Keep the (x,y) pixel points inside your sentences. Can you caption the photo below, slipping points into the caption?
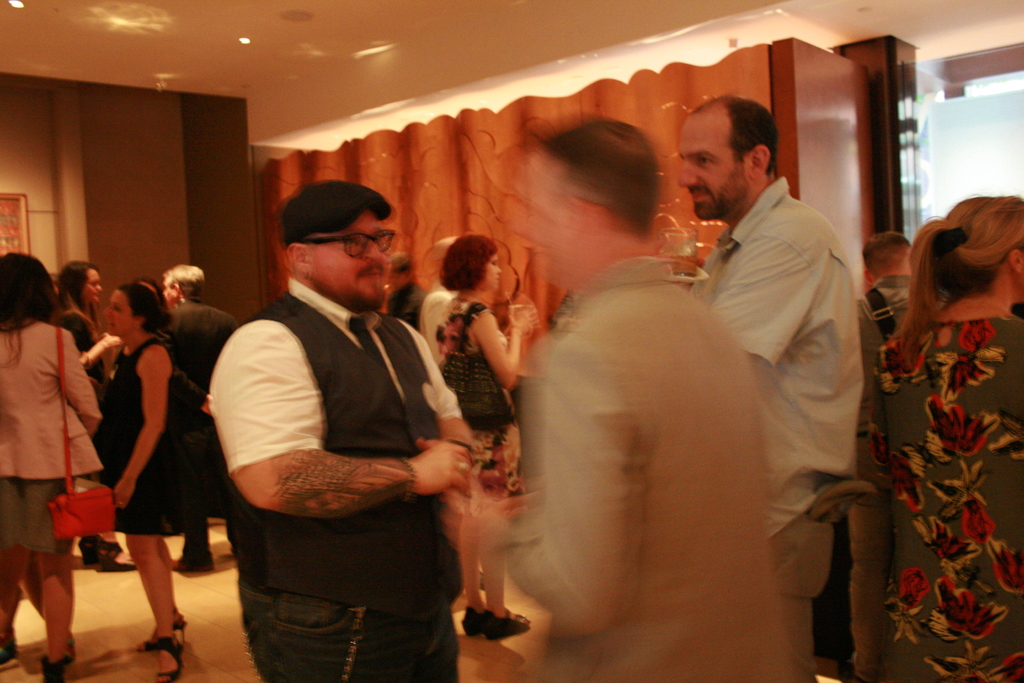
In this picture I can see there are a group of people (533,465) standing and they are talking. The person (728,292) here is holding a glass (516,309). In the backdrop (163,175) there are few more people (485,342) standing and there is a wall (154,192) with a photo frame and a curtain (634,87) and a door (827,104) on to right side (897,104).
